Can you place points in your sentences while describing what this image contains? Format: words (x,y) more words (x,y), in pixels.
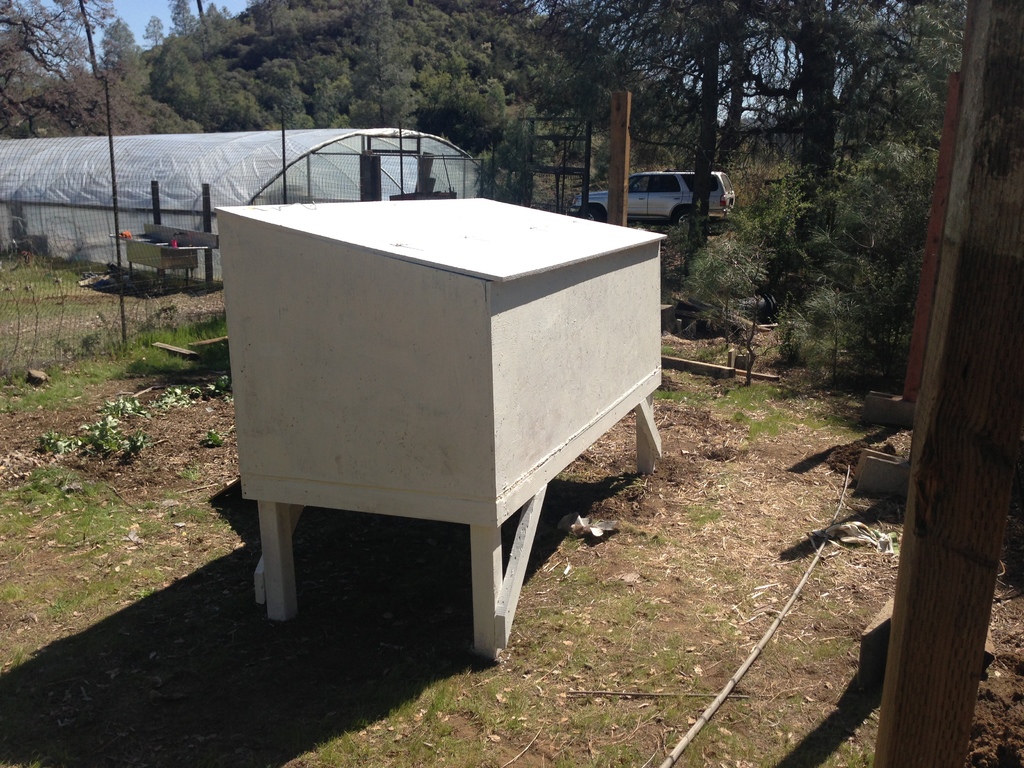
In the center of the image (573,396) there is a wooden house (416,203). At the bottom of the image (602,682) there is grass (97,537). In the background of the image (354,9) there are trees (778,258). There is a car (685,193). There is a fencing (1,241).
